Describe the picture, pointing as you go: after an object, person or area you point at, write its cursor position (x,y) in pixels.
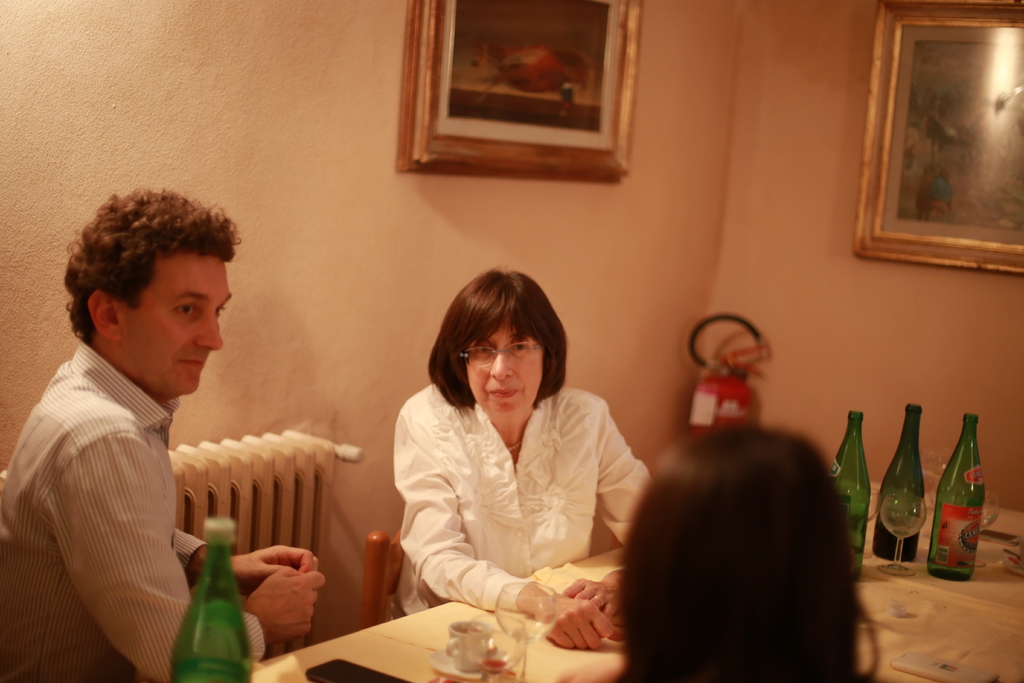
In the middle (452,318) there is a woman (489,495), she is sitting on the chair (386,562), she wear white dress (486,525), her hair (472,321) is short. On the left (94,504) there is a man (86,514) he wear shirt (121,499), he is staring something. In the middle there is a table (534,664) on that there are bottles (898,469), glass (504,644), cup (462,635) and mobile (361,668). In the background (573,135) there is a photo frame (584,157) and wall (319,192).
